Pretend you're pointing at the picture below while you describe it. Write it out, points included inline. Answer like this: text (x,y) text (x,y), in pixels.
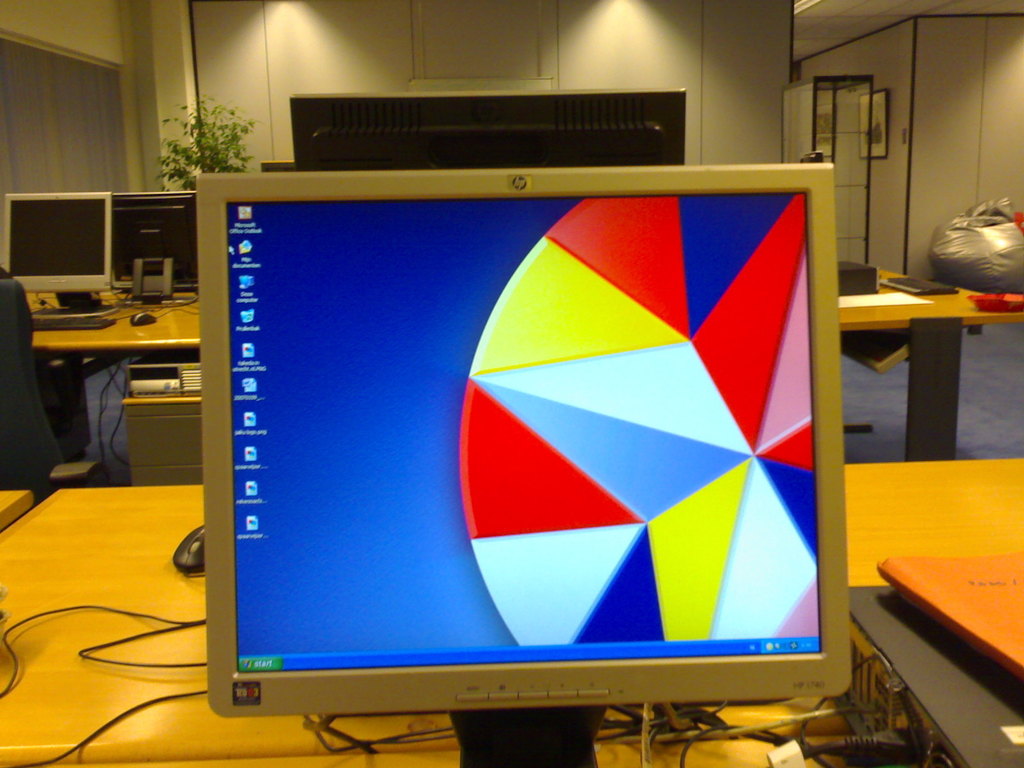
In this image there are tables (345,722) and we can see computers (316,570), mouses (200,533), keyboards (98,322) and wires (896,733) placed on the tables (92,636). In the background (899,235) there is a wall (627,44), bean bag (1005,224) and a curtain (66,140). We can see frames (870,133) placed on the wall (898,151).
